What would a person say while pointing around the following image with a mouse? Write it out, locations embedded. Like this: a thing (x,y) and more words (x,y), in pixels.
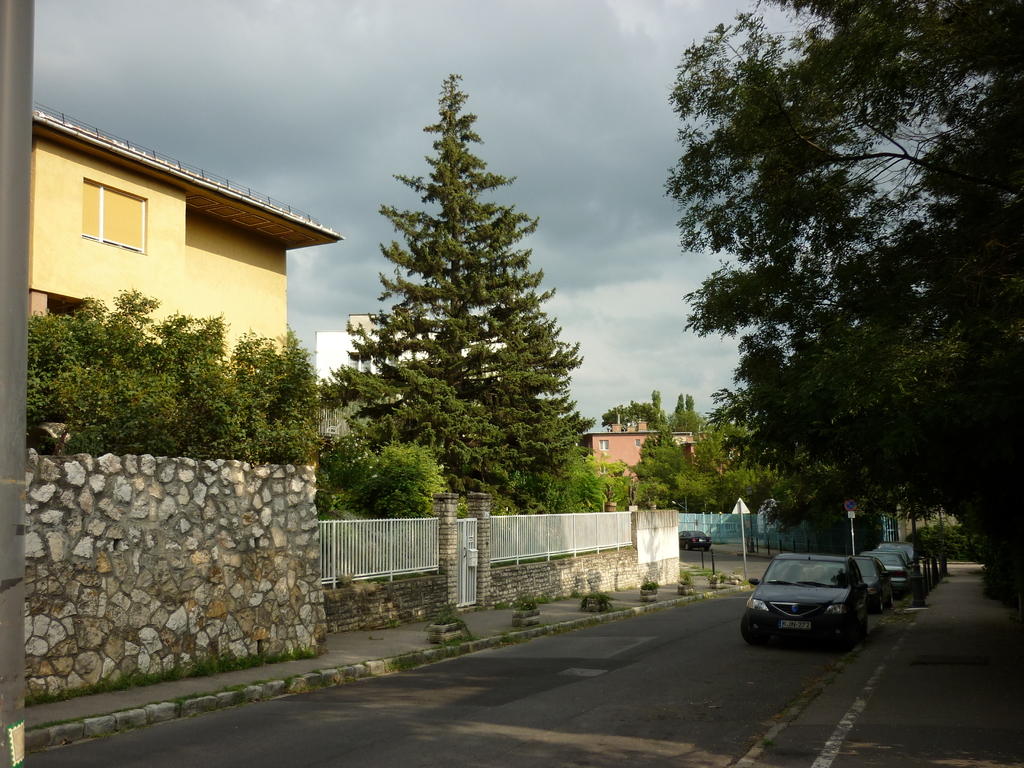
In the image in the center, we can see a few vehicles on the road (524,690). In the background (517,147), we can see the sky (502,134), clouds (612,320), trees (392,421), buildings (247,326), poles (1,346), sign boards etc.
